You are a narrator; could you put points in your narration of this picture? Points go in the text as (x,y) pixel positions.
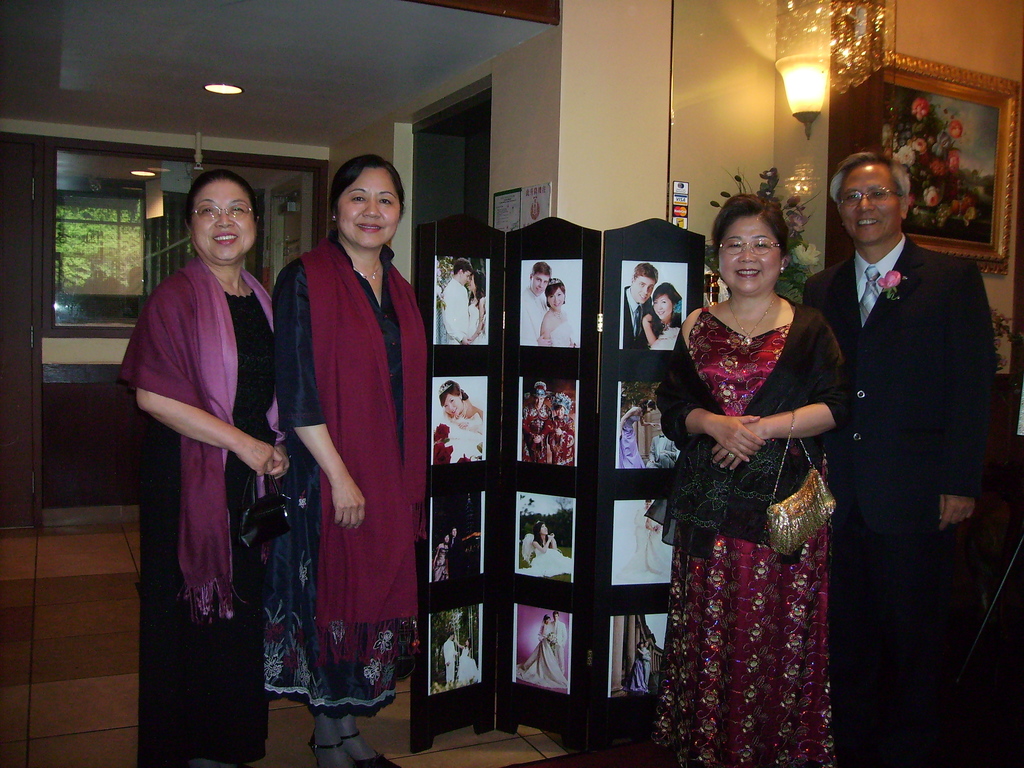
On the left side (315,603), there are two women (298,291), smiling and standing. On the right side (914,670), there is a woman (723,336) and a man (966,273), smiling and standing. In the background (564,672), there are photo frames (929,104) and a light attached to a wall (588,190), there are flower vases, there are lights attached to a roof (262,98), there is a wall (131,132) and a mirror (313,184).
